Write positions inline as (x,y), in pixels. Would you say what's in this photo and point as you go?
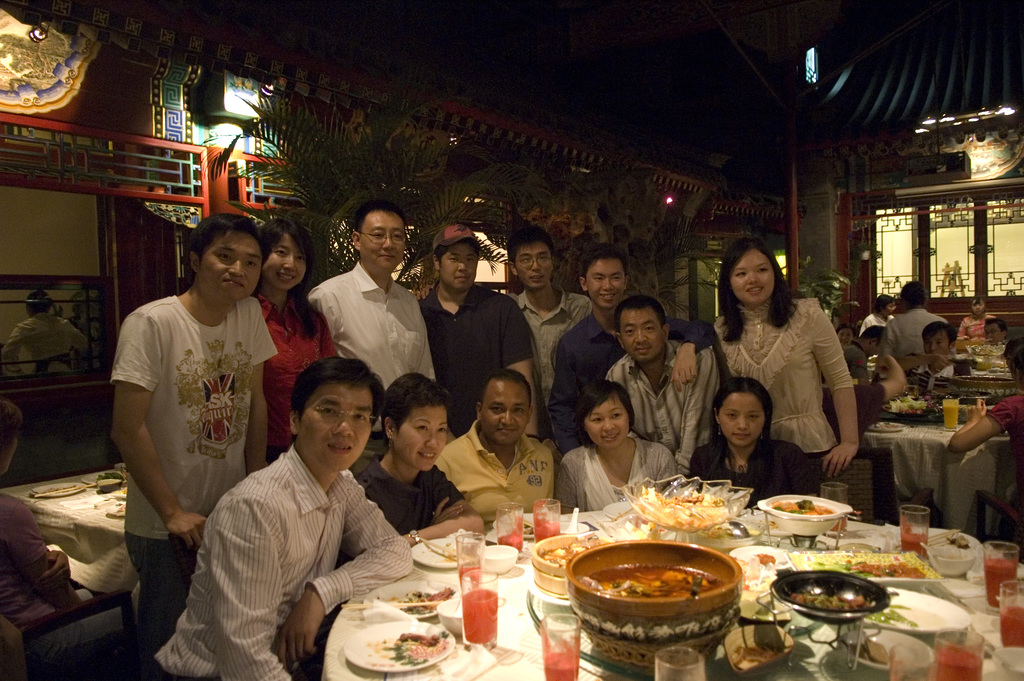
This image is taken in a restaurant (927,422). In this image there are a few people (541,378) sitting and standing with a smile on their face (425,454) and looking to the camera, in front of them there is a table (498,676) with so many food items (654,497), glasses (487,572) with drinks (473,584), plates (807,566) and a few other objects (739,573) on it. In the background (570,219) there is a wall (826,219) and trees (521,212).
